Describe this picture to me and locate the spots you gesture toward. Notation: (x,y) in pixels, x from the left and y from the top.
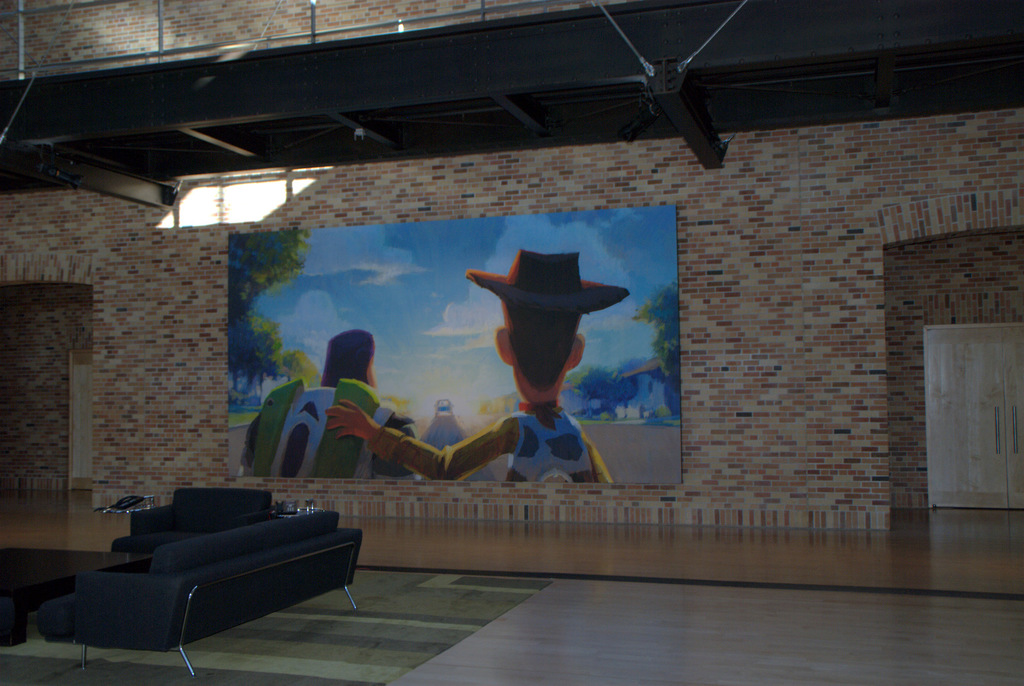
On the left side of the image (211,575) we can see a table (63,576) and sofas (220,544), in the background (331,358) we can see a poster (559,346) on the wall (702,394), and also we can find few metal rods (314,39).
